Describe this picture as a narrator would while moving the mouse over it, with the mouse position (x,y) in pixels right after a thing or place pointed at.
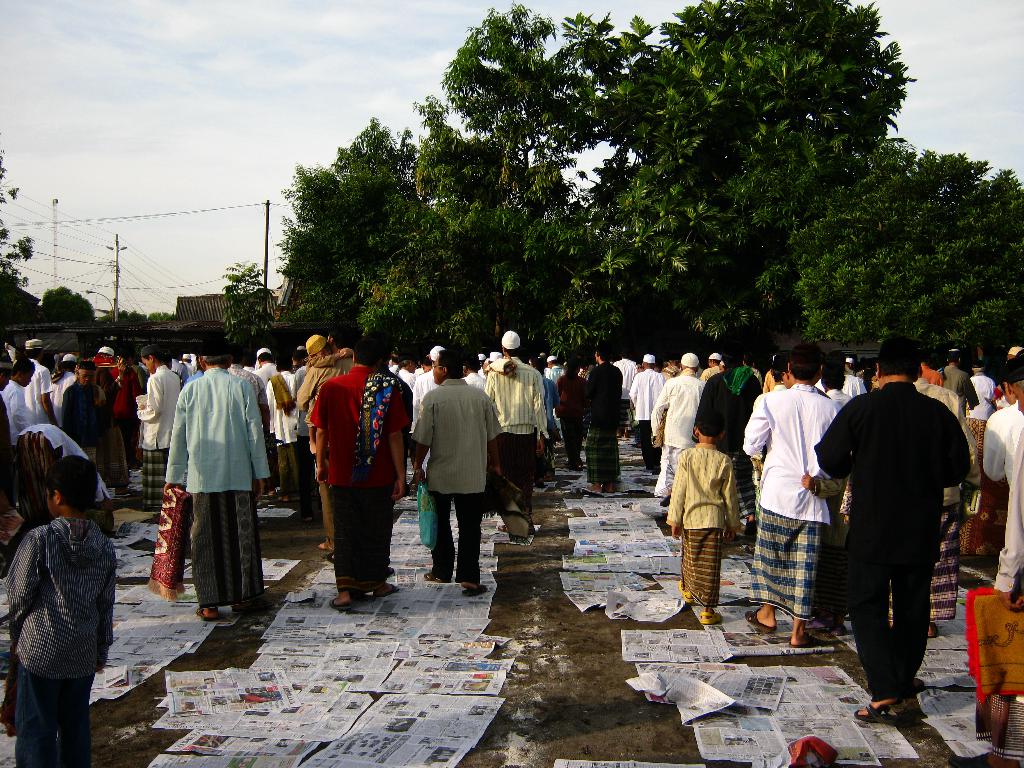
In the image in the center (416,448), we can see a few people (818,478) are standing and holding some objects (520,525). And we can see newspapers (411,621). In the background (351,50), we can see the sky (351,50), clouds (395,50), trees (696,210), poles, wires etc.
